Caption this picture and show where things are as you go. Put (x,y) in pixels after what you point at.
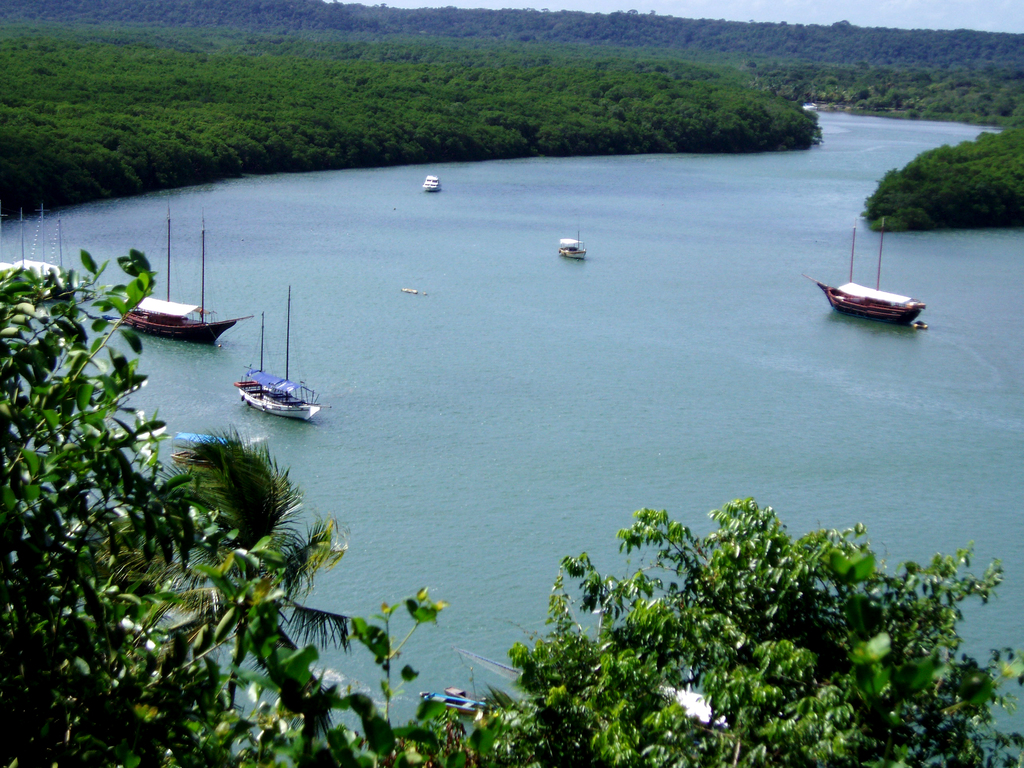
In this picture we can see boats (242,387) on the water (439,371). At the top of the image (389,21), there are hills (422,26) and the sky (776,9). At the bottom of the image (206,612), there are trees (214,607).
